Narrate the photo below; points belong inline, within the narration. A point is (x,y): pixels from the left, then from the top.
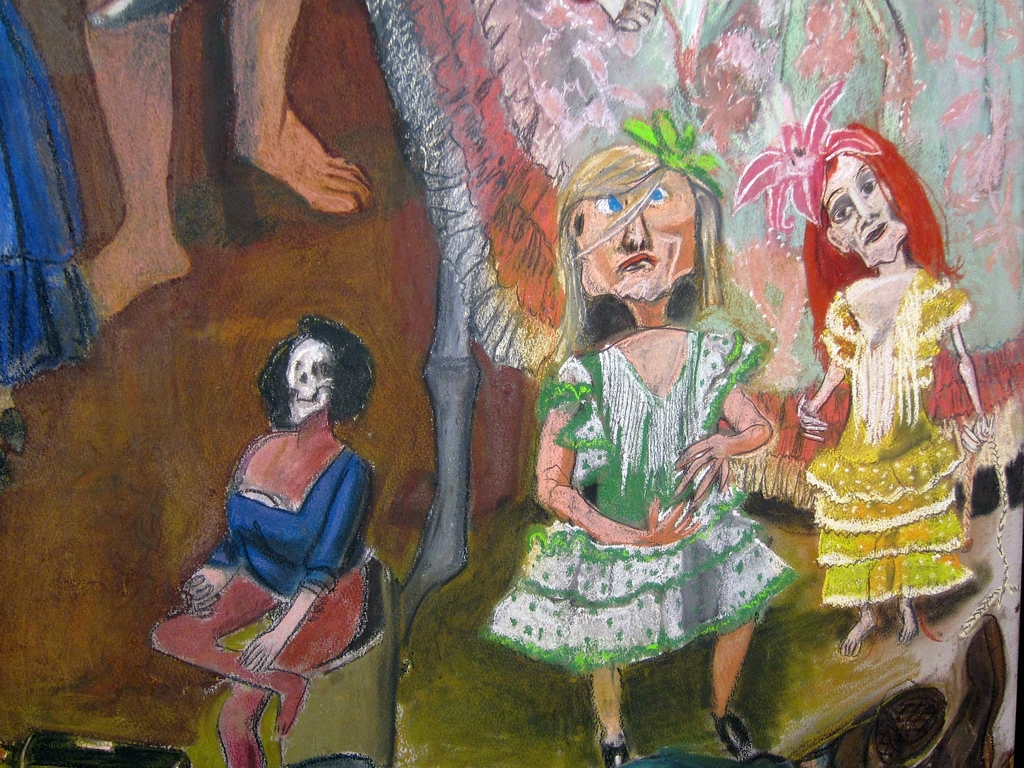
In the center of the image (626,457) we can see some painting (671,501), in which we can see two persons (866,503) are standing and one person (334,620) is sitting. And we can see human legs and a few other objects (396,615).
